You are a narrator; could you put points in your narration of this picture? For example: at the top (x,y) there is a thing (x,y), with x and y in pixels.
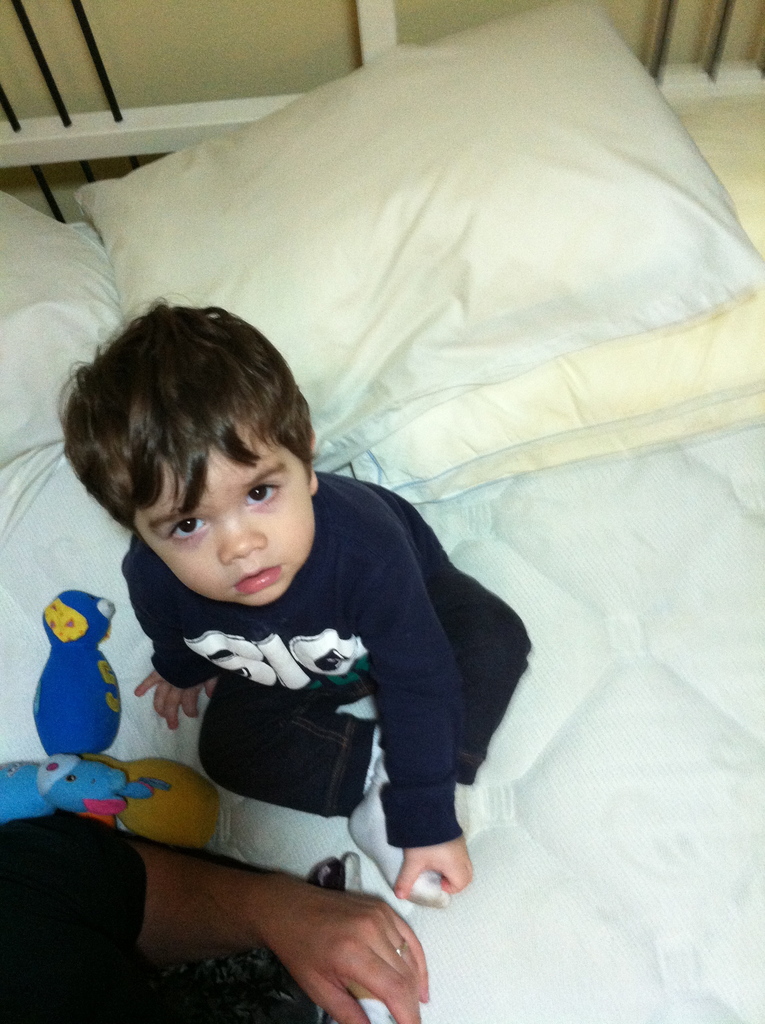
As we can see in the image, there is a boy (305,773) sitting on bed (654,604) and on bed (537,476) there are few white color pillows (513,188).
